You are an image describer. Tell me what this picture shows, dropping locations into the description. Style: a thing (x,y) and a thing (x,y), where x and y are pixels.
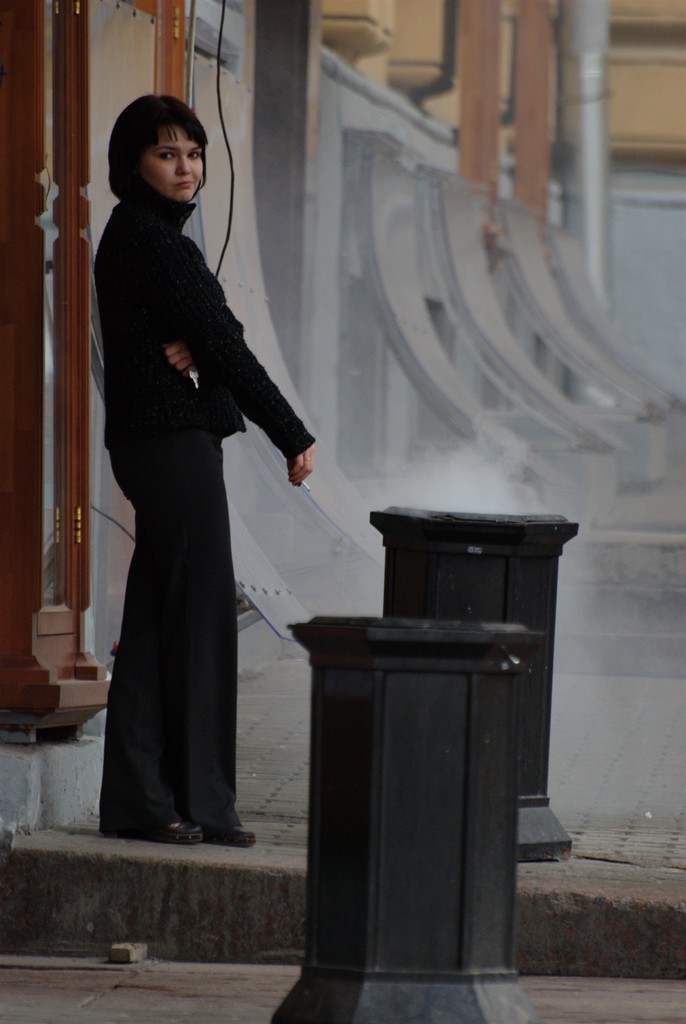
There is a woman (204,496) standing on the footpath (147,940) and posing for the photo, she is wearing black sweater (225,339) and black trousers (188,476) and in front of the woman (180,480) there is an object (471,545) and there are two similar kind of objects (468,725) kept on a footpath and behind a woman (250,400) there are different materials (461,275) attached to the wall (389,31) and behind them there is a huge pipe (585,188).
